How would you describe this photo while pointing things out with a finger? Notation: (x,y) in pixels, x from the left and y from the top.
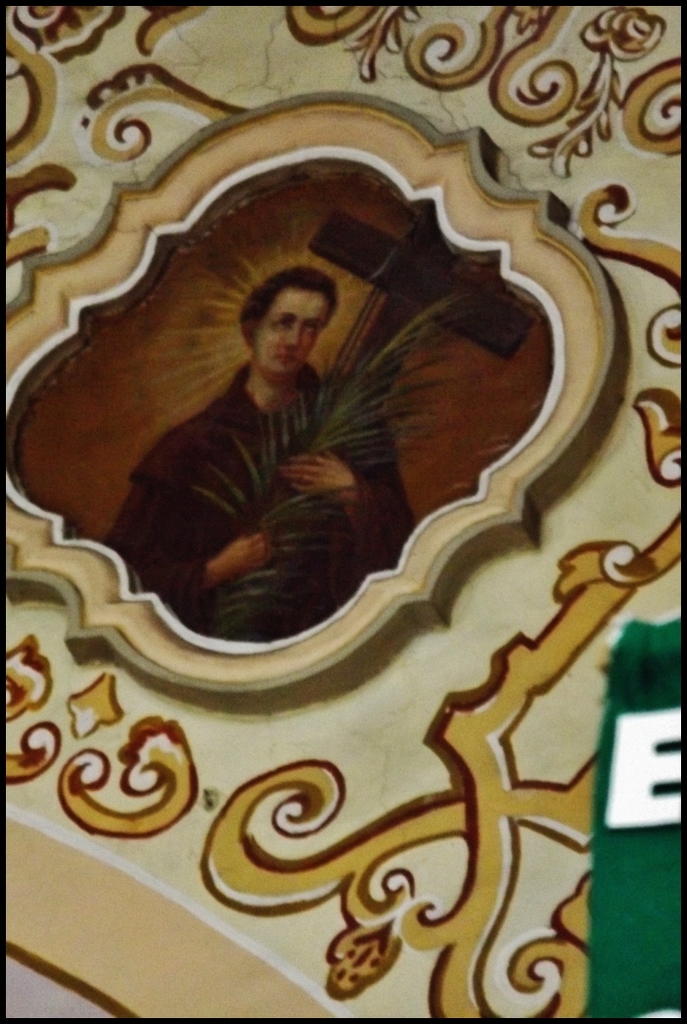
It is a painting, in this a man (334,472) is holding the leaves (346,433) of a plant (359,406).
